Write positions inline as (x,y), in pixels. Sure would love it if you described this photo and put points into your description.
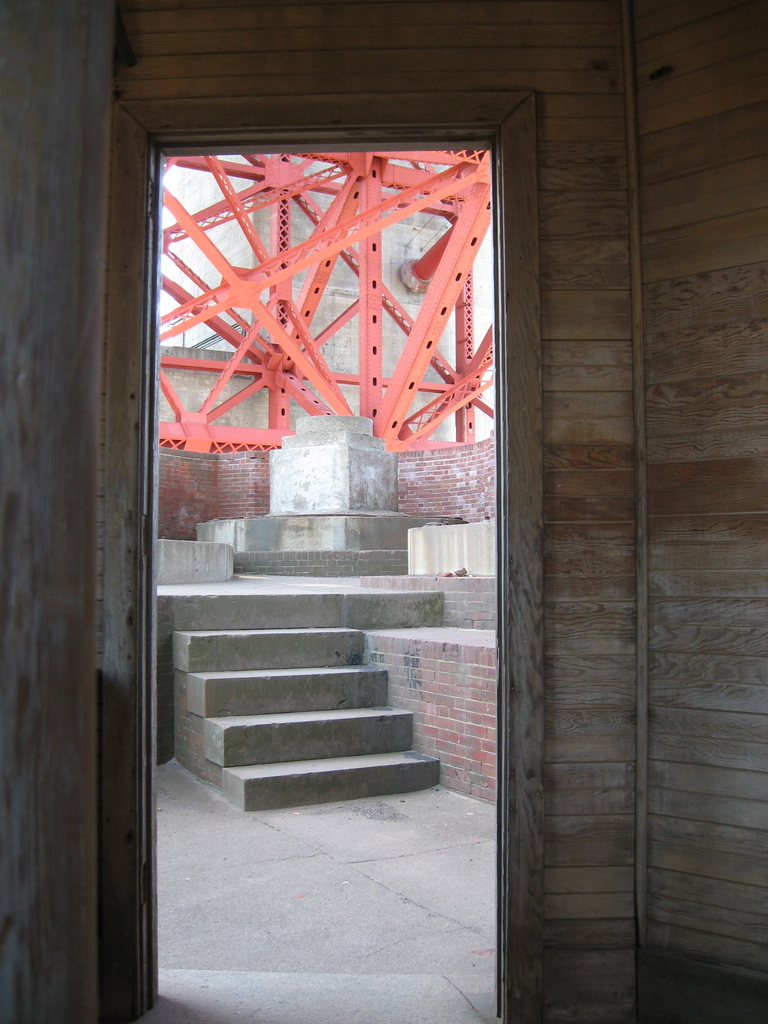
In this image at front there is a door (143,591) and at the back side (287,704) there are stairs (305,645) and on top of the stairs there is a metal structure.
